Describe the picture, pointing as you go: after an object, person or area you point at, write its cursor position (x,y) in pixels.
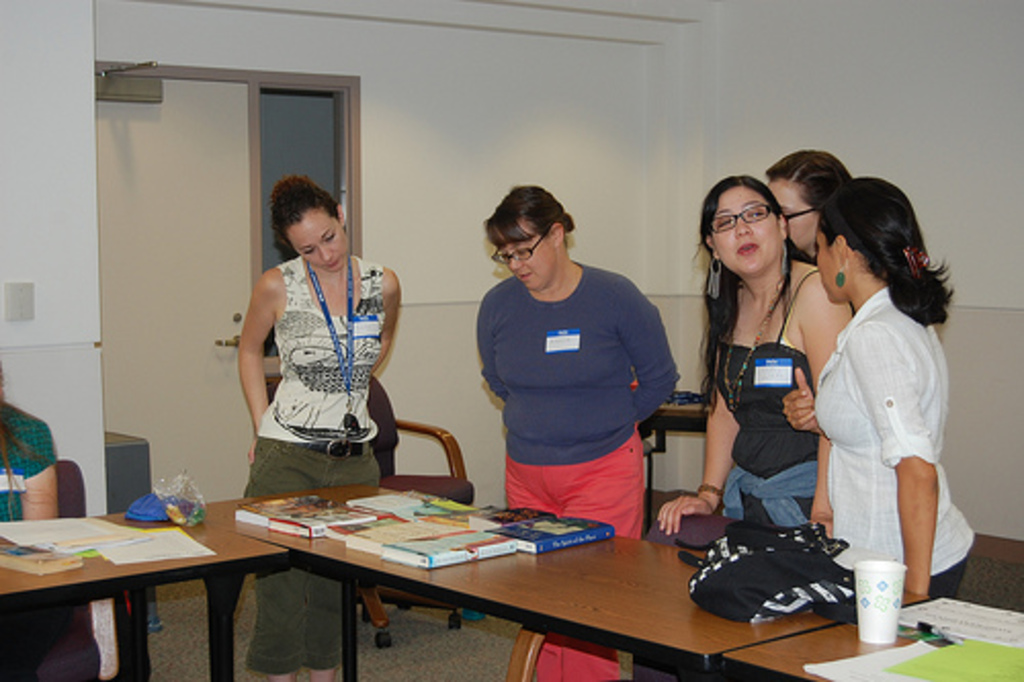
In this Image I see 6 women (901,202) in which, these 5 (886,191) are standing and this woman (23,434) is sitting on chair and I see there are tables (981,620) in front of them, on which there are books (282,496), papers (0,543), cup (884,570) and a bag (750,534). In the background (454,488) I see another chair (427,483), door (240,409) and the wall (934,22).
